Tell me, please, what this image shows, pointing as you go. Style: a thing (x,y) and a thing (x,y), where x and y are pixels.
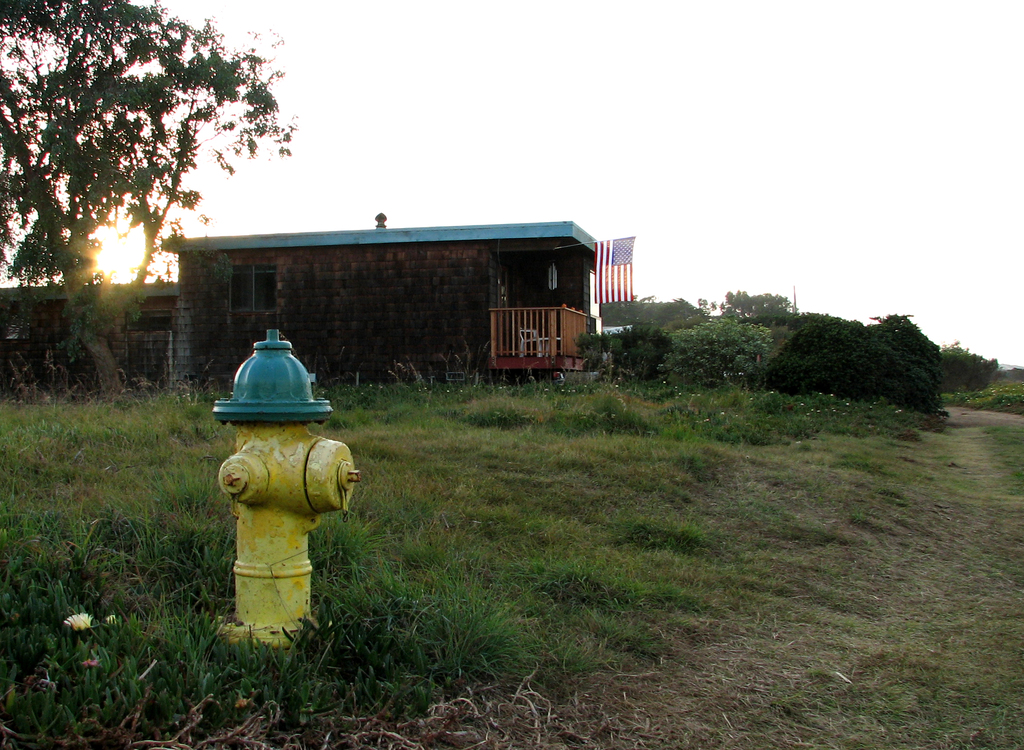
In this picture we can see hydrant (294,584), grass (517,397), trees (665,373), flowers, flag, railing (567,341) and house (574,371). In the background of the image (843,223) we can see sky (843,212).
